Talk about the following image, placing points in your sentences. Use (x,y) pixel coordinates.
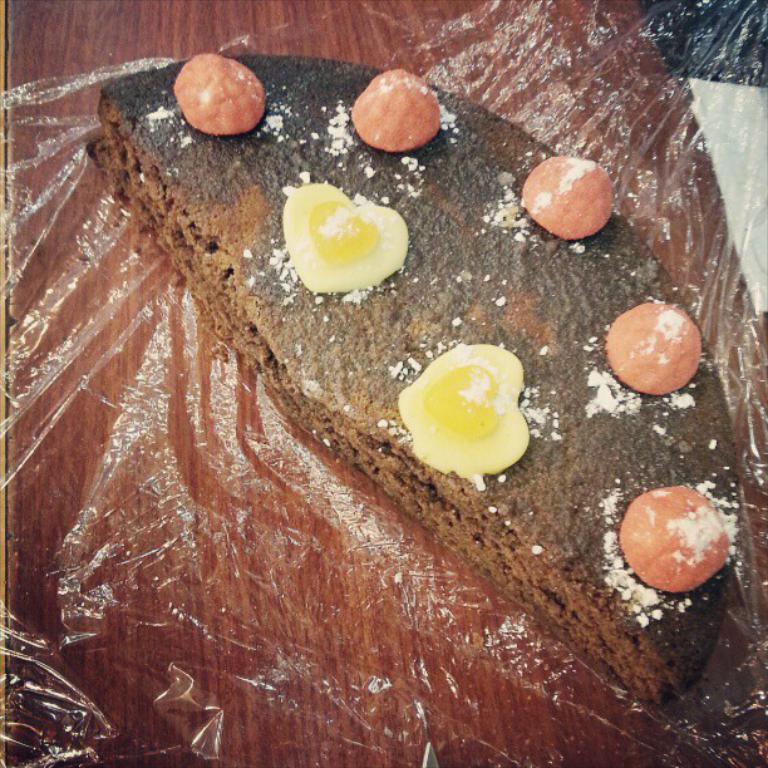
In this picture we can observe some food (316,278) placed on the brown color surface (328,670). This food (305,272) is in red, yellow and brown color. We can observe a plastic cover (237,422) on the table (176,409).
